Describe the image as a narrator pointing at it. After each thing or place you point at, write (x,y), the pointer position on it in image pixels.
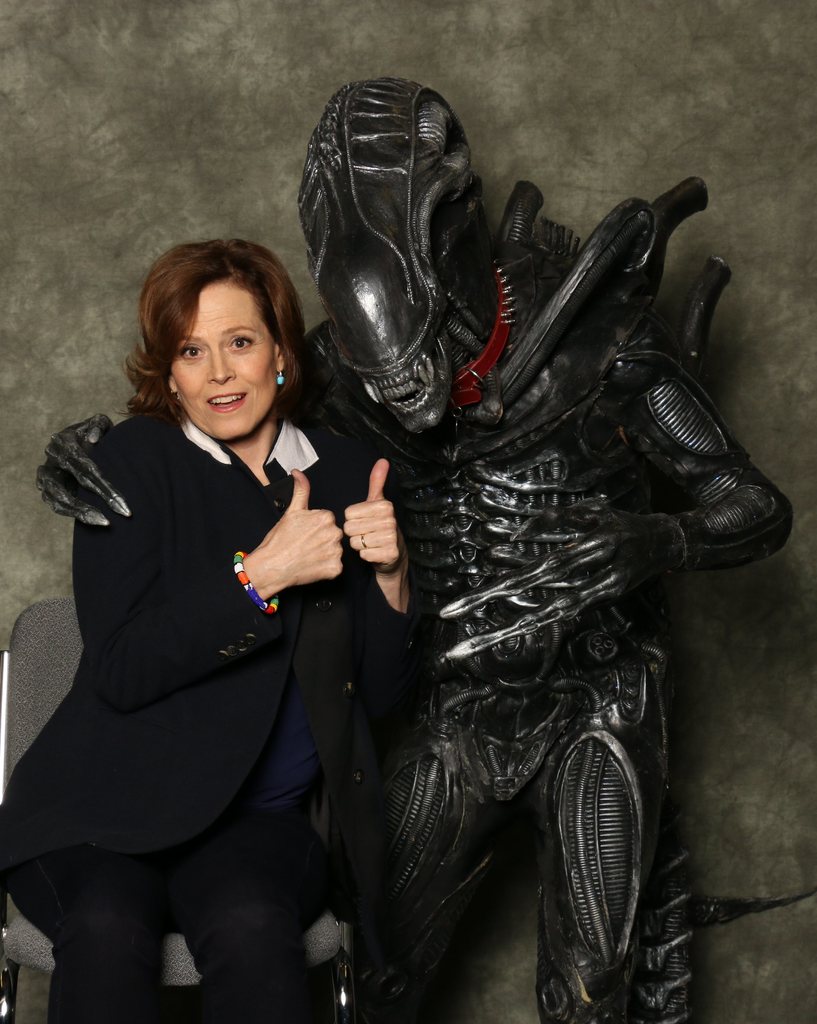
In this image there is a woman (159,595) in the left (166,597) who is keeping her thumbs (302,485) up. Beside her there is a alien costume (517,583) which kept its hand (90,476) on her. In the background (172,117) there is a wall (161,99).
